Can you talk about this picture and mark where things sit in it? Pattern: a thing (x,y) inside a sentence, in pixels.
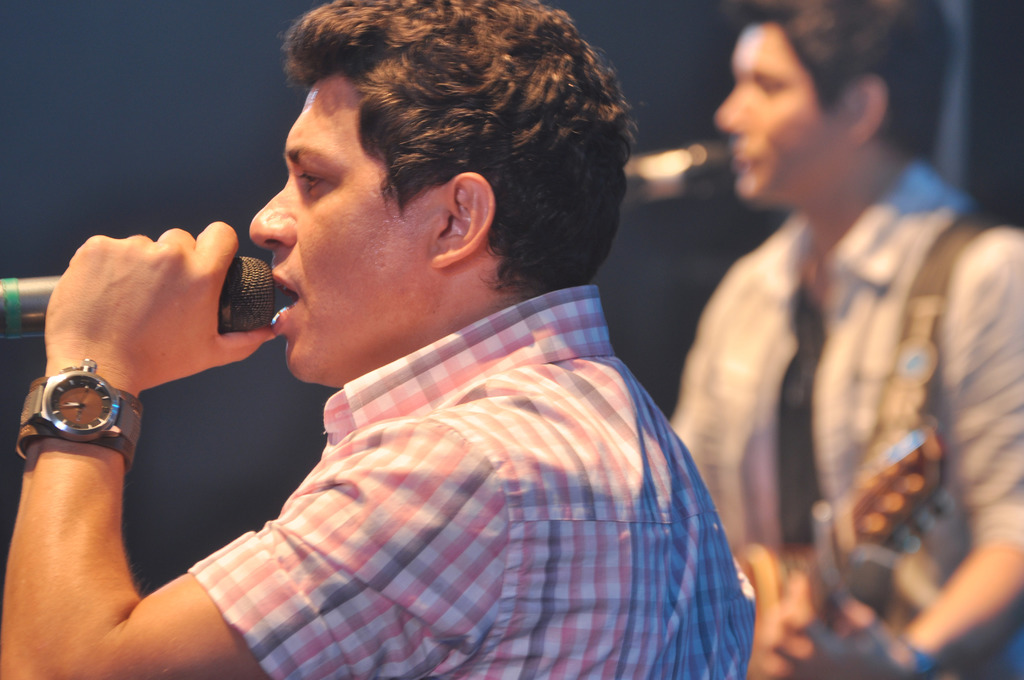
In this image i can see a man (396,383) holding microphone (265,313) and singing at the back ground (809,303) i can see other man (861,269) standing and holding guitar (890,497).
